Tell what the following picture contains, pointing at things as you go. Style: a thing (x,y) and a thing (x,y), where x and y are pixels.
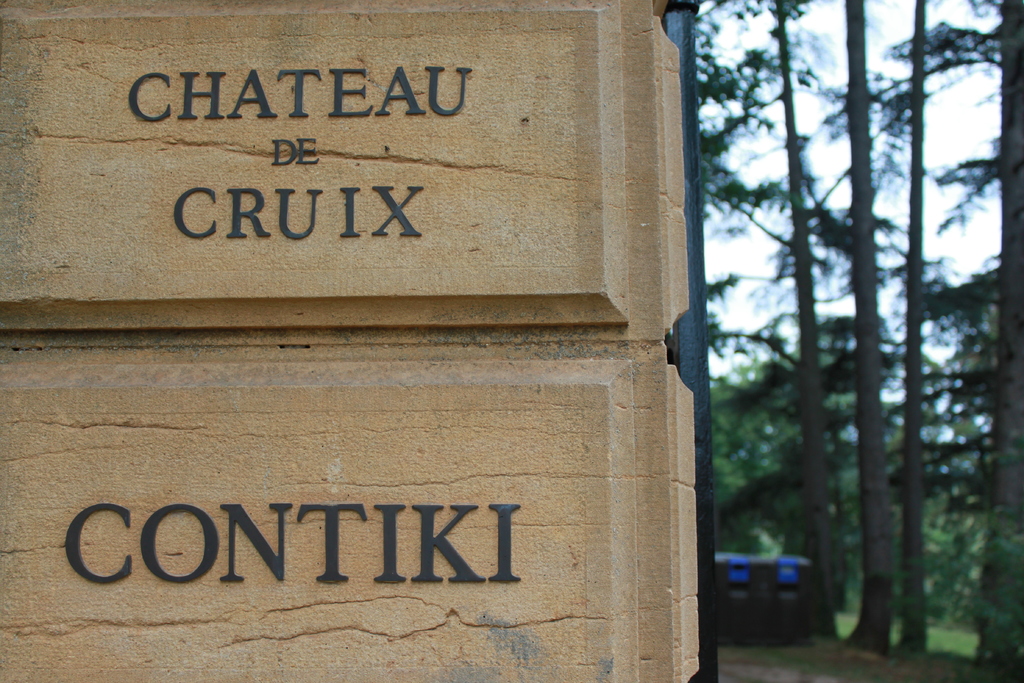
On the left side of the image (156,218) there is a wall (196,335) with names (428,514). On the right side of the image (816,265) there are trees (887,459).
